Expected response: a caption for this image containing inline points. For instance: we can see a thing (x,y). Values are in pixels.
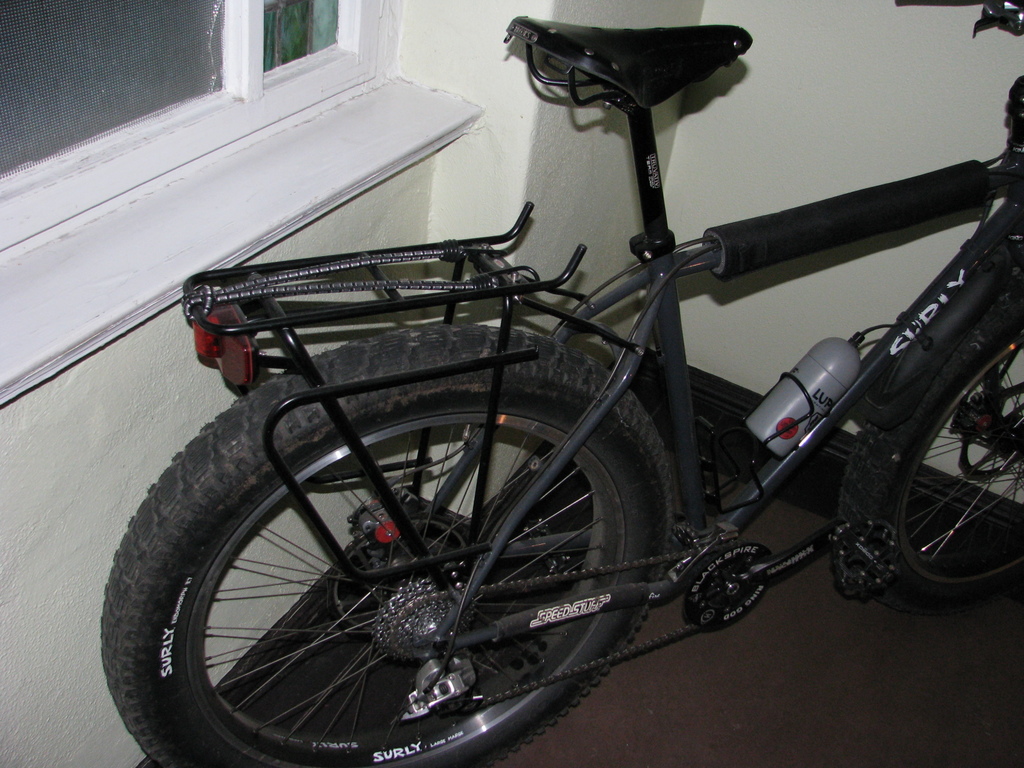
Here I can see a bicycle (492,570) on the floor (769,691). On the left side (93,216) there is a window (113,133) to the wall (58,503).
